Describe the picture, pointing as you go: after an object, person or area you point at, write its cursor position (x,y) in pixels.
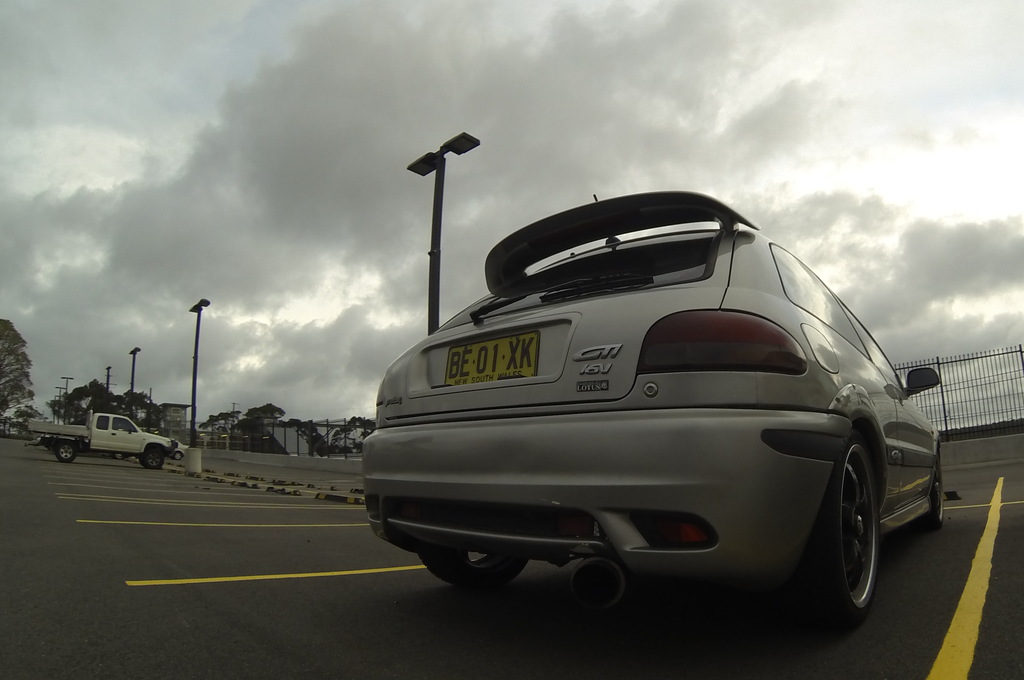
In the image we can see there are vehicles (585,481) on the road (72,609), this is a road (98,585) and yellow lines (204,580) on it. This is a light pole (194,360), trees (18,359) and a cloudy sky (176,366). This is a number plate (497,361) of the vehicle (475,376).
